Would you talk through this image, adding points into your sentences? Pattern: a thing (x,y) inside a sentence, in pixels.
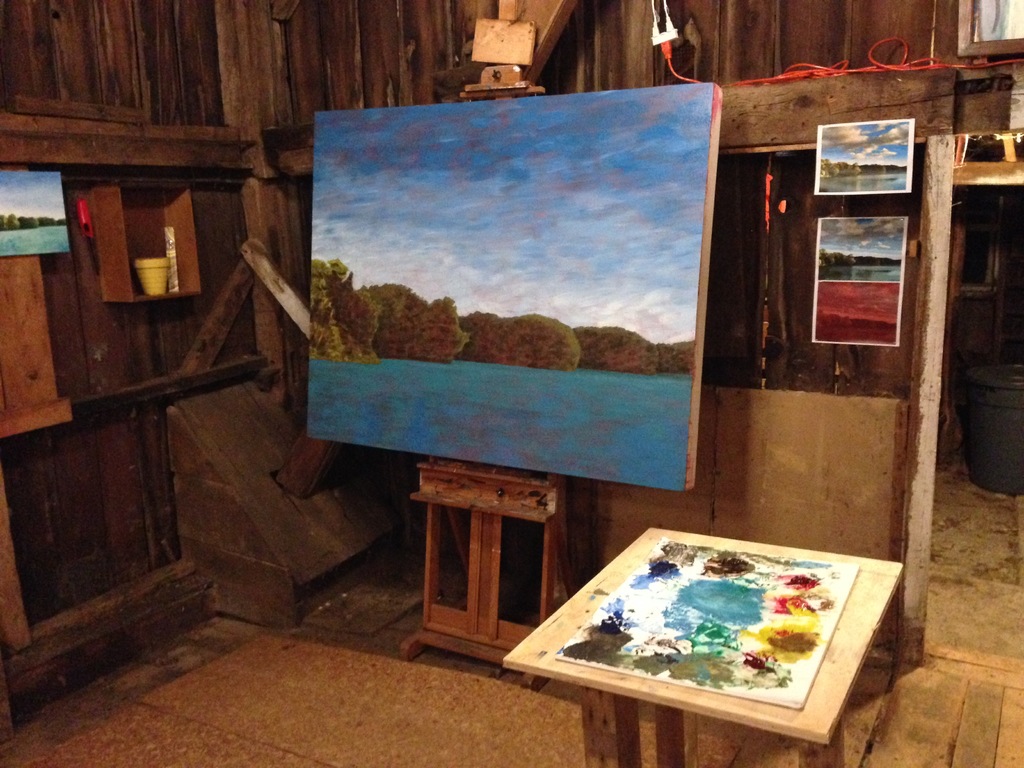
In the image there is a painting board (583,369) and also some posters (857,137) beside it in the background (185,73) there is a wooden wall (199,261) and also some Paints (650,581).
